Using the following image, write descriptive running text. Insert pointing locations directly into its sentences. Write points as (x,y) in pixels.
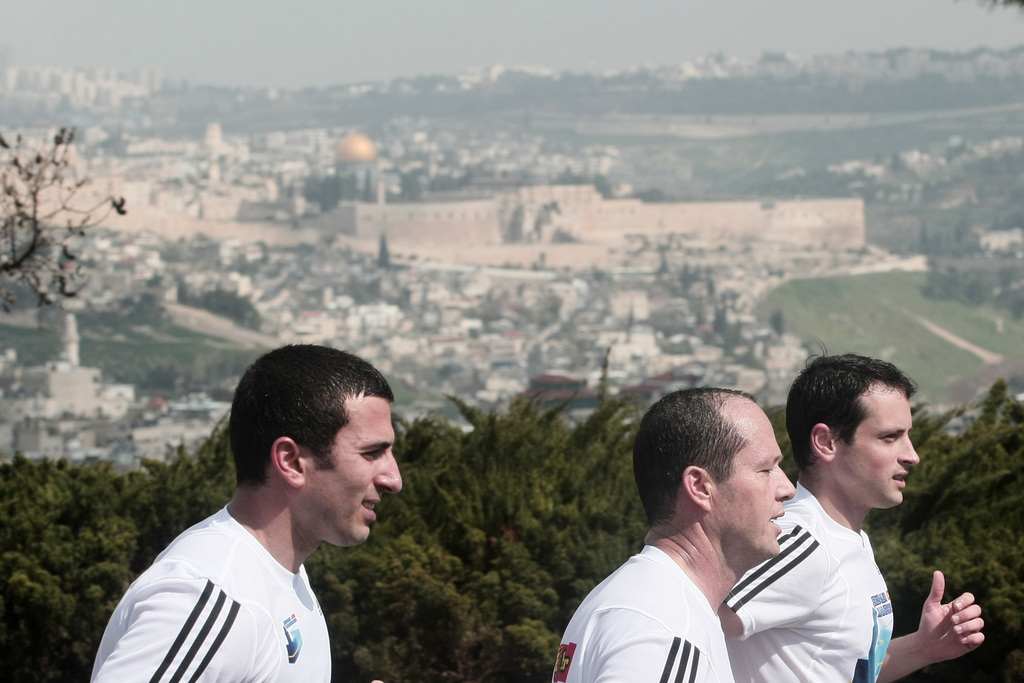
In this image I can see three persons (229,596), they are wearing white color shirt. Background (510,543) I can see trees (544,522) in green color, few buildings (521,167) and the sky (460,50) is in white color.
